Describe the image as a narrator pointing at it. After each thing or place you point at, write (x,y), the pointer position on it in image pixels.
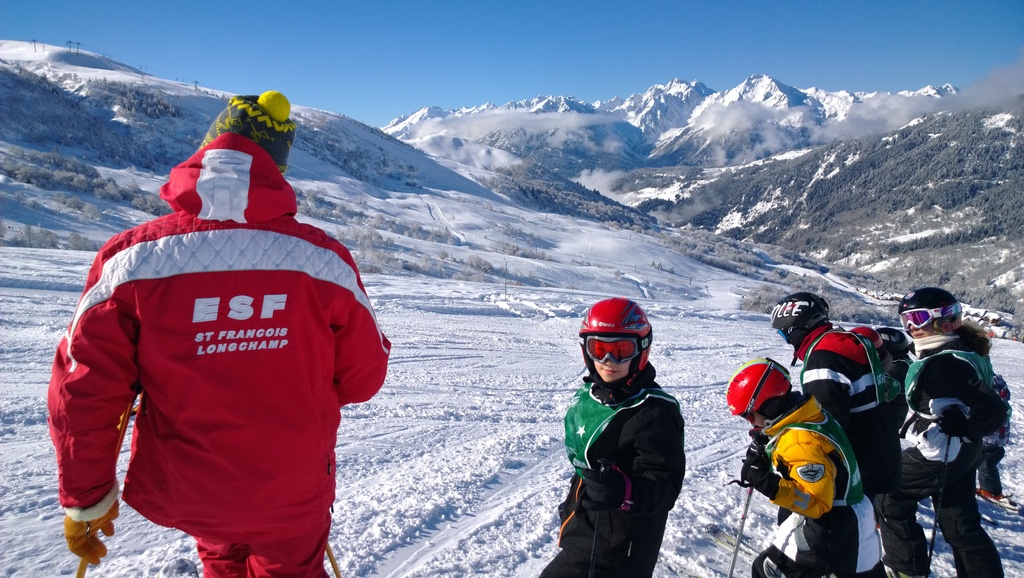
There is a person (257,170) in red color dress (283,392), standing on the snow surface (384,563) of a hill (415,456) near other persons (782,483) who are in different color dresses (908,493) and are standing on the snow surface (511,528). In the background (856,183), there are trees (78,126) on the snow hills (864,170). There are clouds (967,98) in the air (839,79). And there is blue sky (425,38).
